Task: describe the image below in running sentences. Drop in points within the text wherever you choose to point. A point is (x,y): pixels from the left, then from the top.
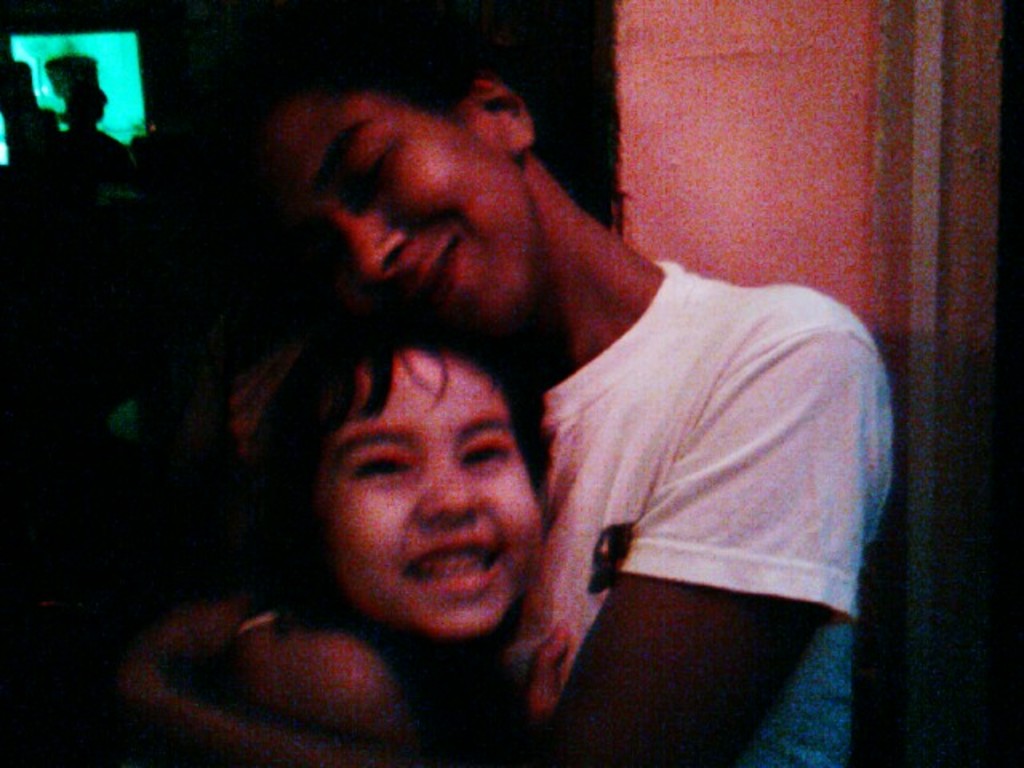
In the image there is a man (536,268) in white t-shirt (661,385) holding a baby (462,514) in front of the wall (732,148) and the background (18,483) is dark.
